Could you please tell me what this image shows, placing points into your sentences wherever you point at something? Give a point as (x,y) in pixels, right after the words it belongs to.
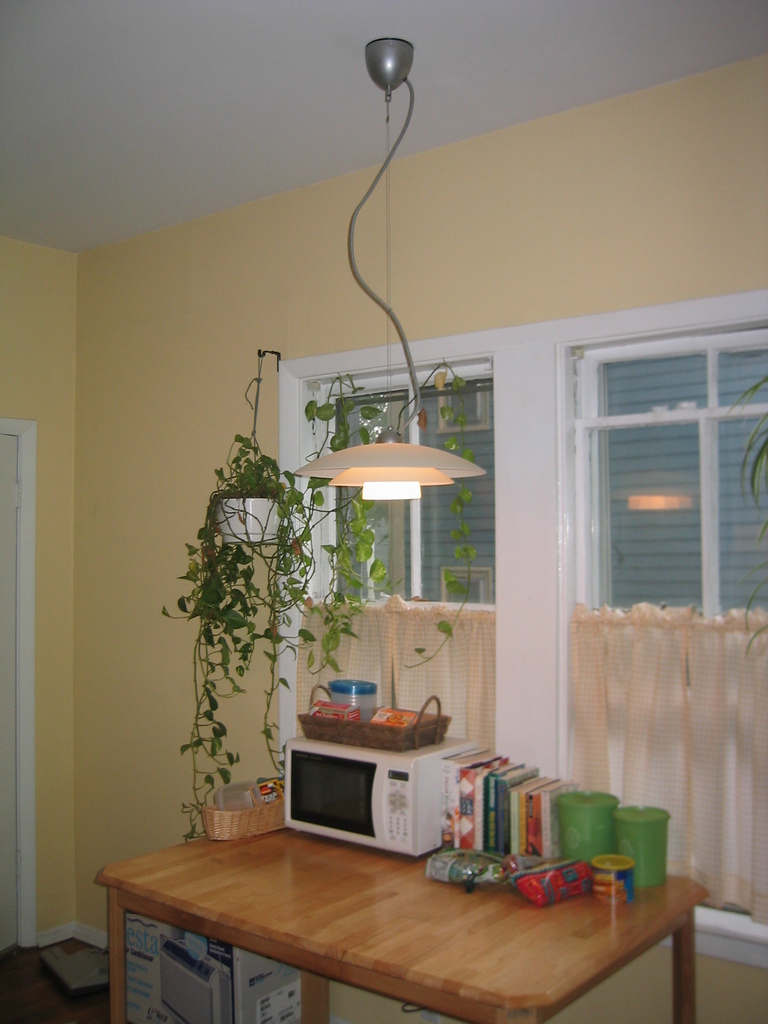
This is a picture consist of a inside view of a room (349,683) and there is a table (315,878) and there is a book (443,767) and bottle (600,798), micro -oven (339,801) kept on the table (426,933) and there is a flower pot (242,501) visible and there are some creepers (279,551) on the flower pot (251,511) and there is a light (392,466) visible on the middle (395,440) and there is a window (564,371) on the right side (735,594) and there is a wall (169,358) visible.
